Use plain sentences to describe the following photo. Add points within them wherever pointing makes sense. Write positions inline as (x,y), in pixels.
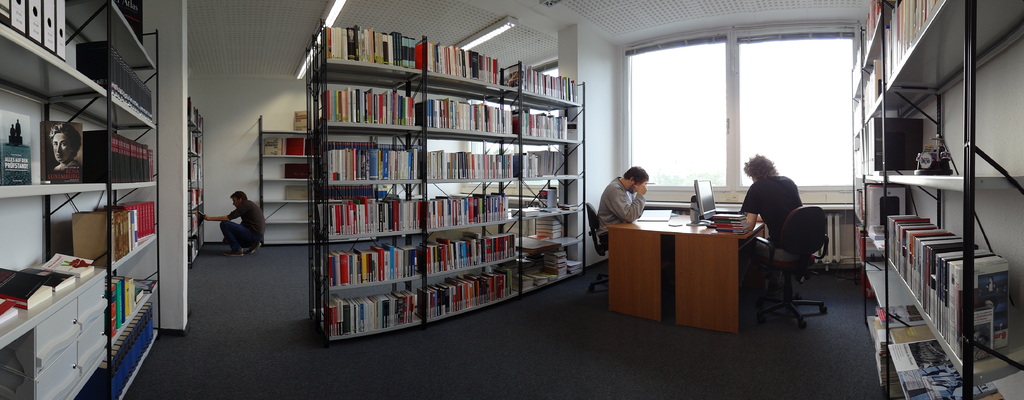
In this image I can see the black colored floor (571,340), brown colored table (693,256) with few books (743,215) and a monitor (701,213) on it. I can see two persons (638,188) sitting on chairs (593,209) and a person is crouching on the floor (538,335). I can see few racks (459,230) with books (348,211) in them, the wall (584,38), the ceiling (229,64), few lights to the ceiling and the window (756,124).
